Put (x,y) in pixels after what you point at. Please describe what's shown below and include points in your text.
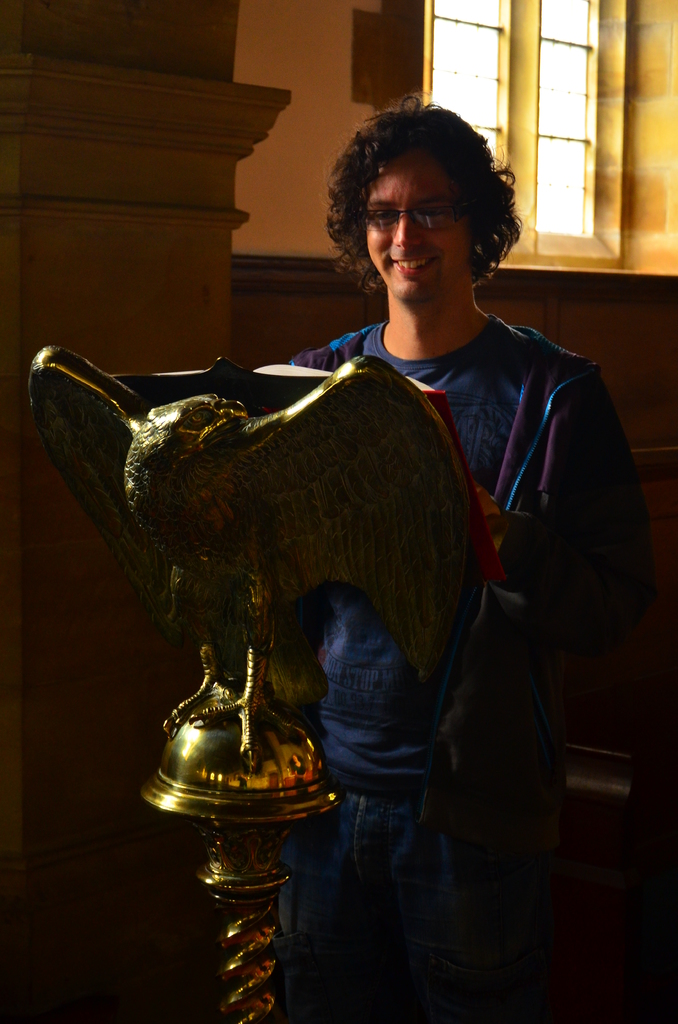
This image consists of a person (367,958) wearing a blue jacket (456,736). In front of him, there is a stand (199,493) on which a book (267,400) is kept. In the background (291,90), we can see a pillar (27,296) and a window (540,183) along with the wall (322,246).
